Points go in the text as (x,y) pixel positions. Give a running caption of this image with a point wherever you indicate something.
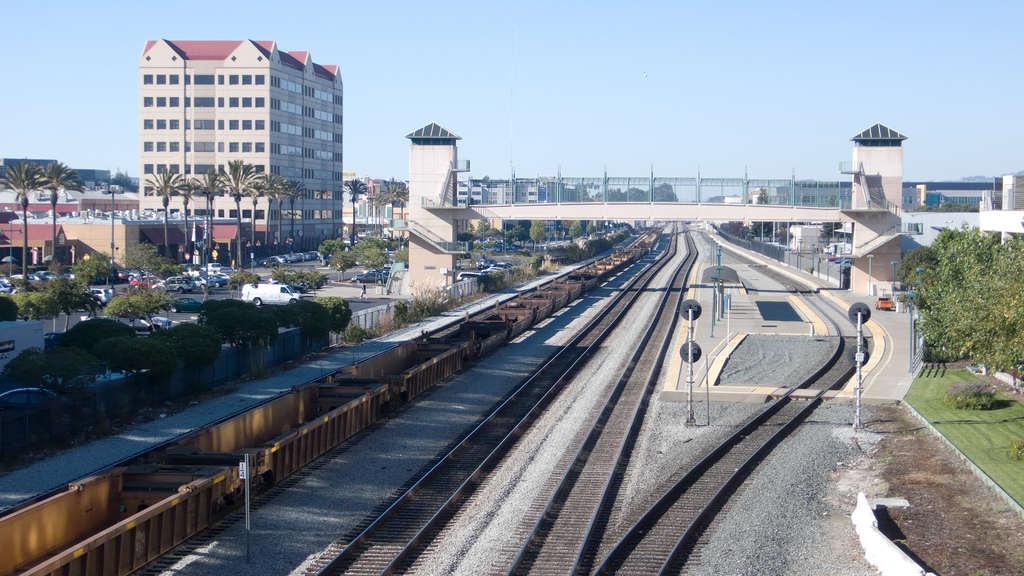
In the background (677,46) portion of the picture we can see the sky (653,35), bridge (654,217), buildings (482,192) and the trees (593,226). In this picture we can see the railway tracks (692,469), poles (862,349), boards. We can see the platform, plants (944,354), green grass (1001,458), people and vehicles (374,276).
